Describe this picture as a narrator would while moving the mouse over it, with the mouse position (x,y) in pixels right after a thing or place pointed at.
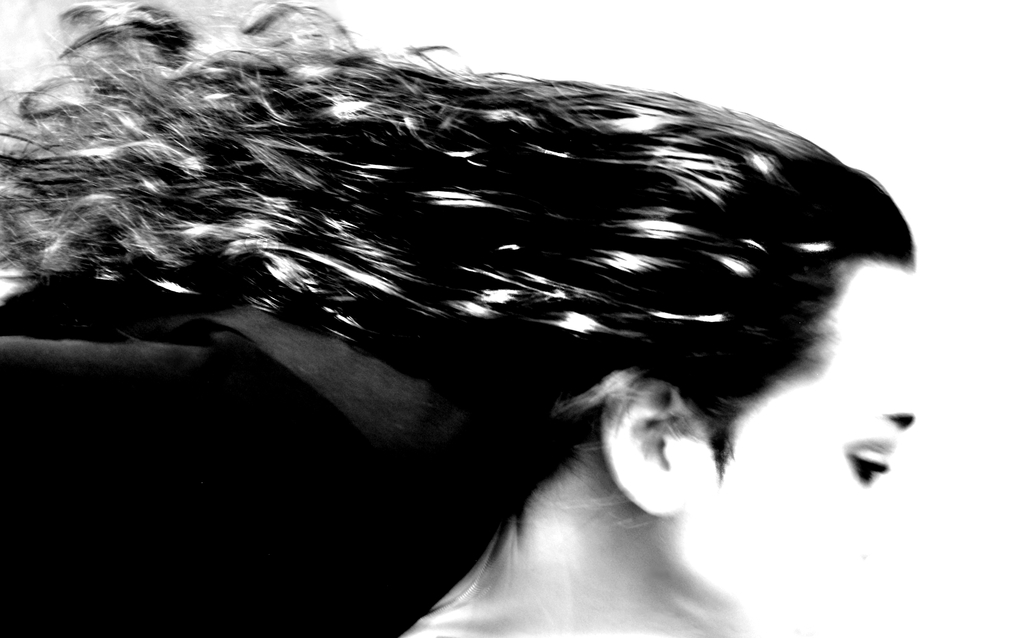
It is a blur image, it seems like there is a woman (654,247).
